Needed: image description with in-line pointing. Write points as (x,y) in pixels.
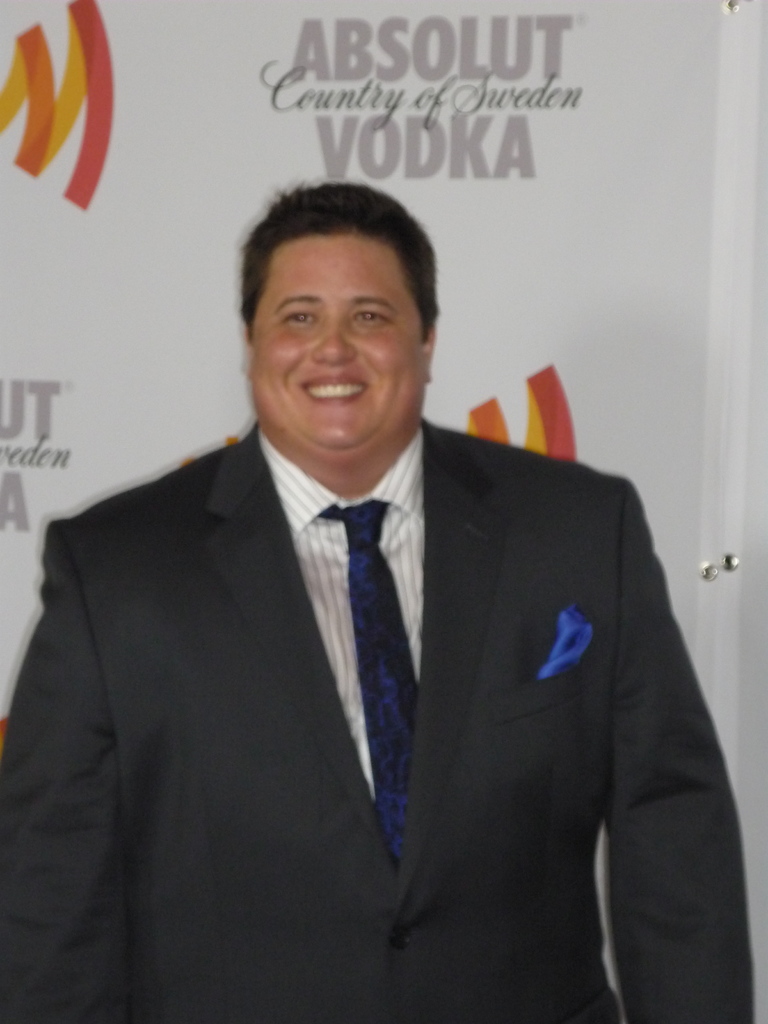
In this picture I can see a man (346,648) standing wearing a blazer (332,737). I can see banner (529,139) in the background (522,152).
